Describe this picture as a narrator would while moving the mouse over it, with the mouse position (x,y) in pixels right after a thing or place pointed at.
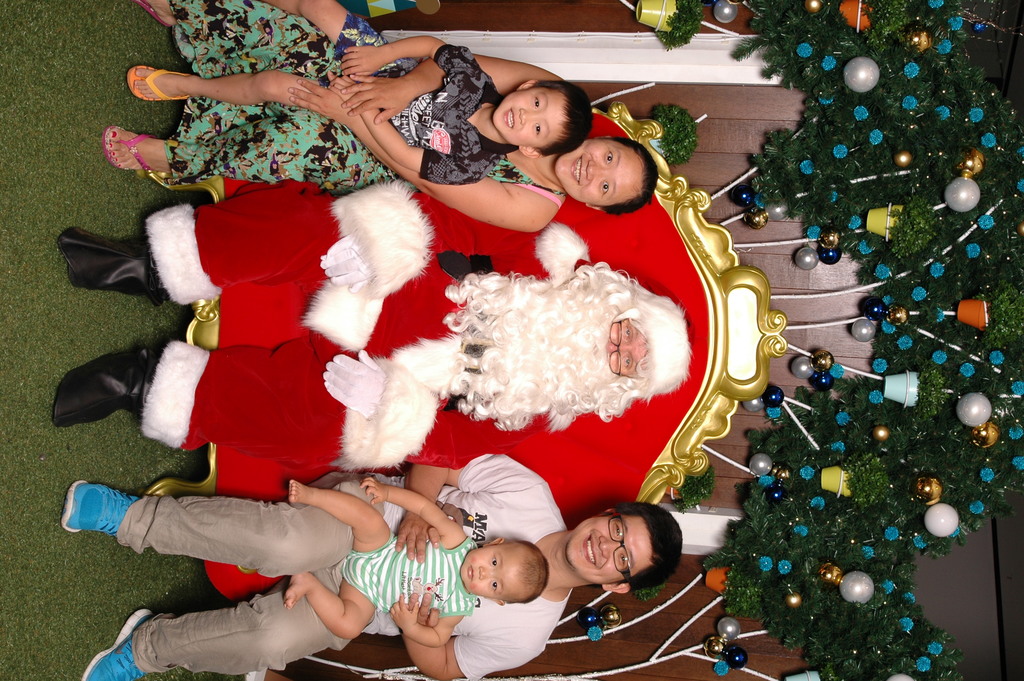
In the middle of the image (493,321), we can see people (476,344) are sitting on the red chair (673,433). Here a man (574,545) and woman (523,202) are holding kids (443,565). On the left side of the image (36,336), we can see grass (29,496). On the right side of the image (818,412), we can see decorative objects (862,383) and wooden wall (836,282).
